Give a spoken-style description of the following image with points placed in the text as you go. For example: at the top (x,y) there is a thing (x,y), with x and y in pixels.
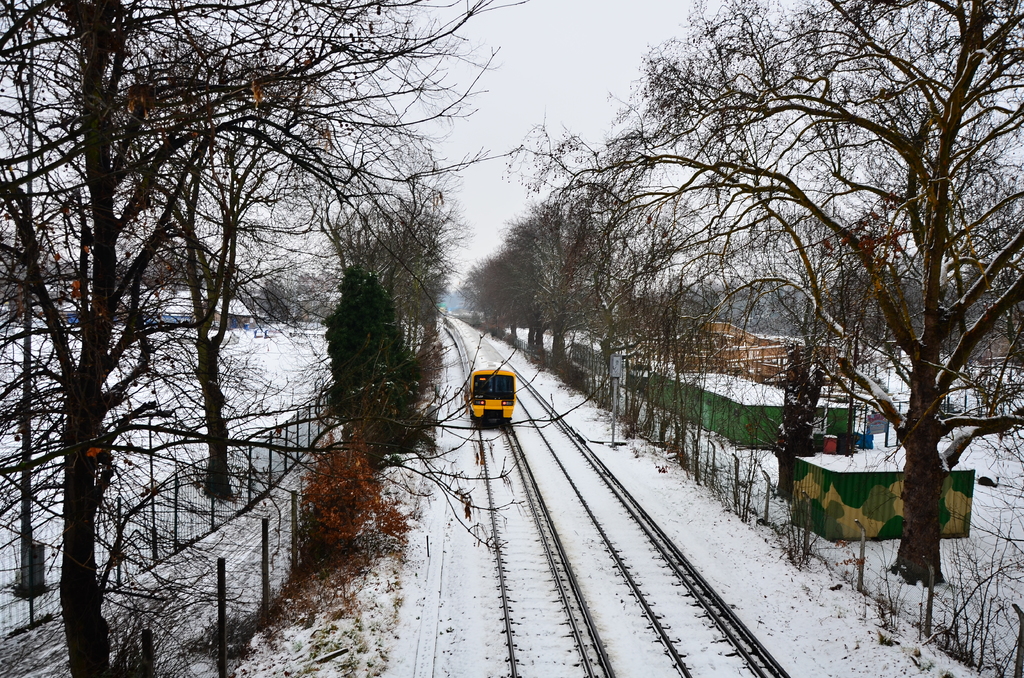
In the center of the image (465,342) we can see a locomotive (508,398) on the track (581,636). We can also see a group of trees (806,412), the snow (434,530), the fence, poles (298,509), some houses (721,410) and the sky (553,101) which looks cloudy.
